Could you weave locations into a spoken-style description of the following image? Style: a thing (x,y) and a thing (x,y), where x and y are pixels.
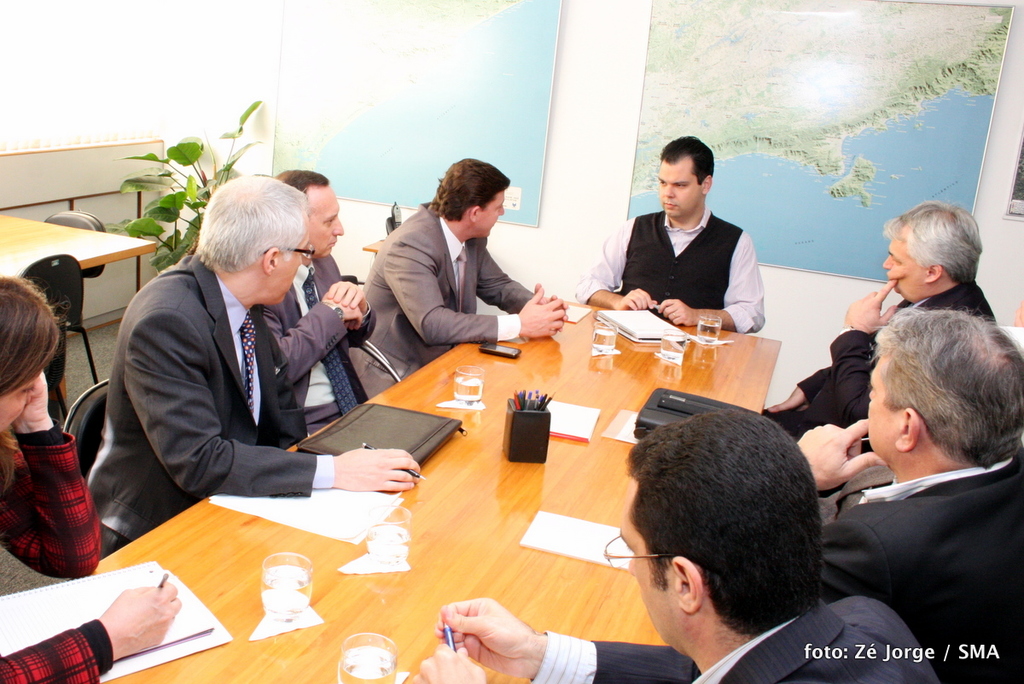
This is table (483,520), on the table (510,485) this are pen (535,403), paper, glass (613,336), phone (510,351), people (181,386) are sitting around the table (500,509) holding pen (402,471) and in background (803,174) there is map (504,145), there is flower (191,196), there is chair (70,292).
